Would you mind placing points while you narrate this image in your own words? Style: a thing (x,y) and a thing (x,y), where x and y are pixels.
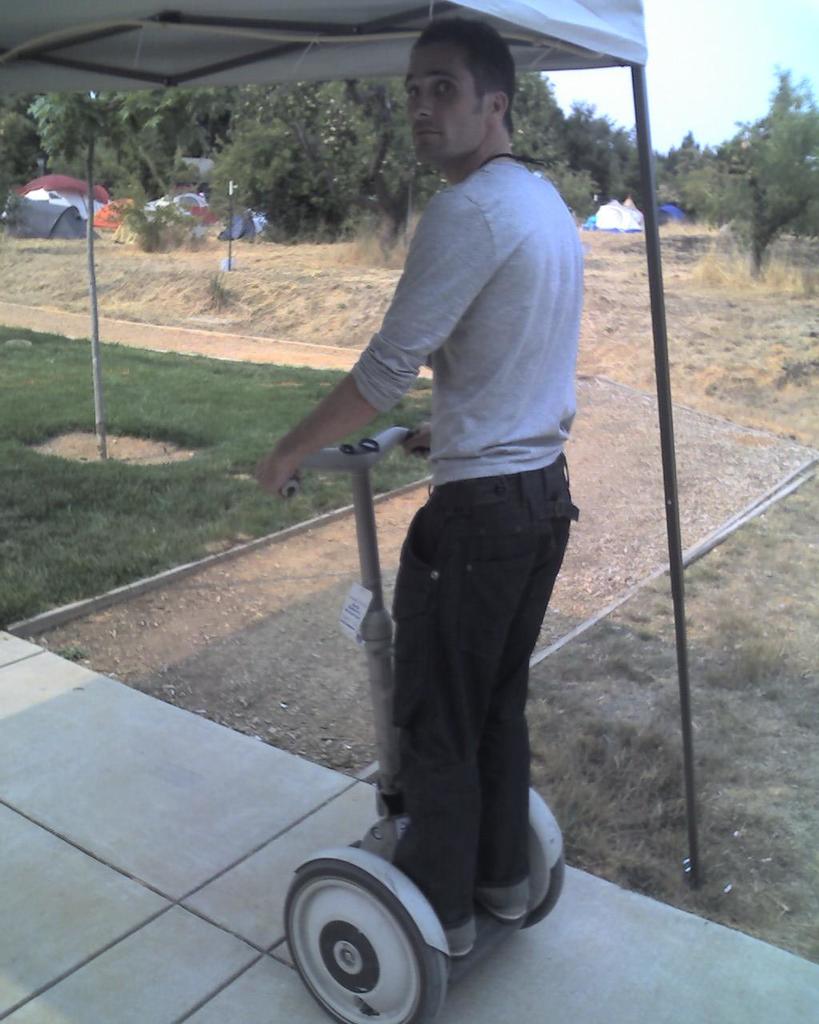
In this picture there is a man (528,336) in the center of the image (502,656), on the segway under the tent (277,46) and there is grassland (284,364) on the left side of the image (259,288) and there are trees (26,139) and tents (176,197) in the background area of the image (769,222).
